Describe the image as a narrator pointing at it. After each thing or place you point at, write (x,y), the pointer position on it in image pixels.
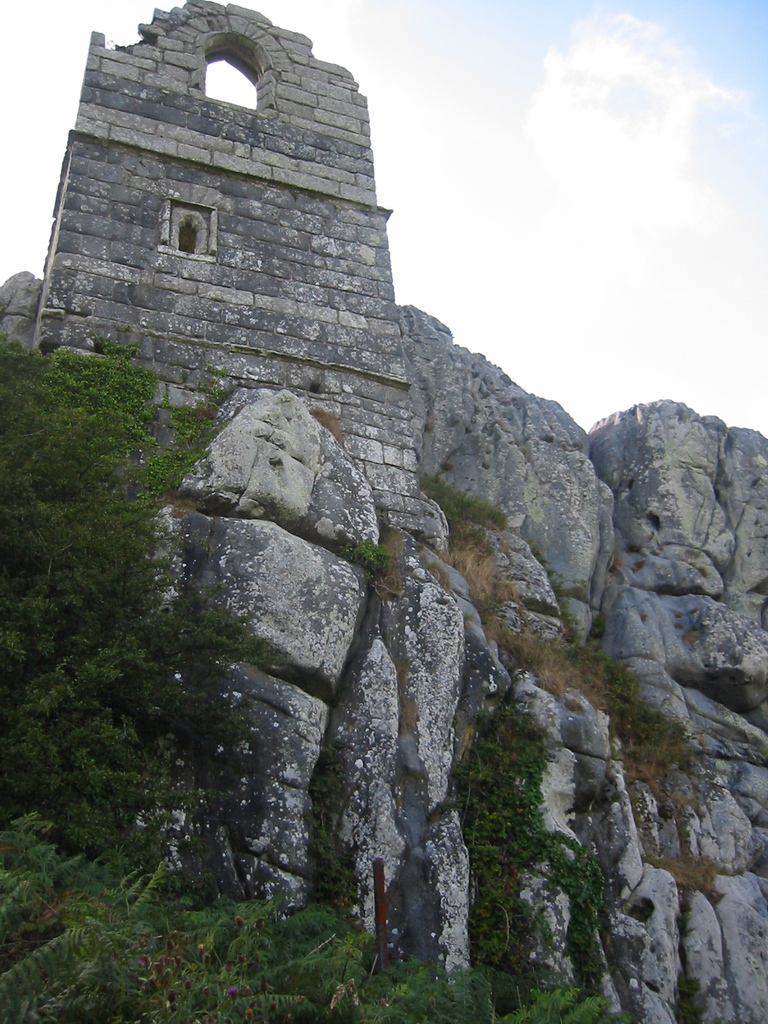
This image is taken outdoors. At the top of the image (578,76) there is a sky (515,97) with clouds (644,111). On the left side of the image (112,759) there are a few trees (114,420) and there is a wall (229,229) on the rocks (249,770). In the middle of the image (373,538) there are many rocks (488,648).
